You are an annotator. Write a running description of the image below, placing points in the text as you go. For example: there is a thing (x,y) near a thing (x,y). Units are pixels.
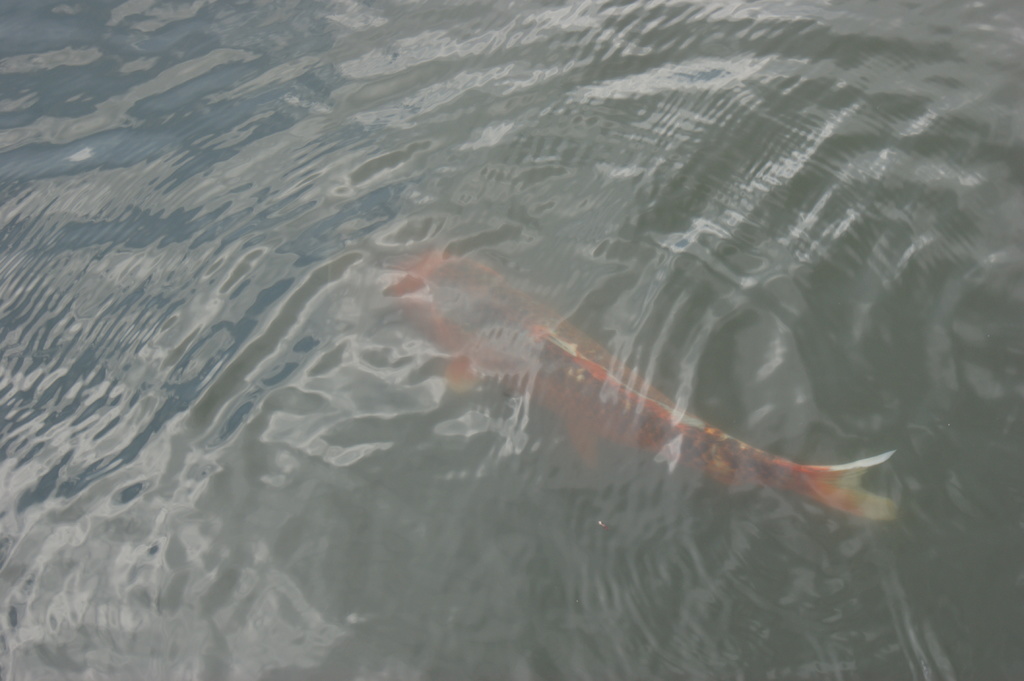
In the foreground of this image (845,482), there is a fish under the water (218,290).
